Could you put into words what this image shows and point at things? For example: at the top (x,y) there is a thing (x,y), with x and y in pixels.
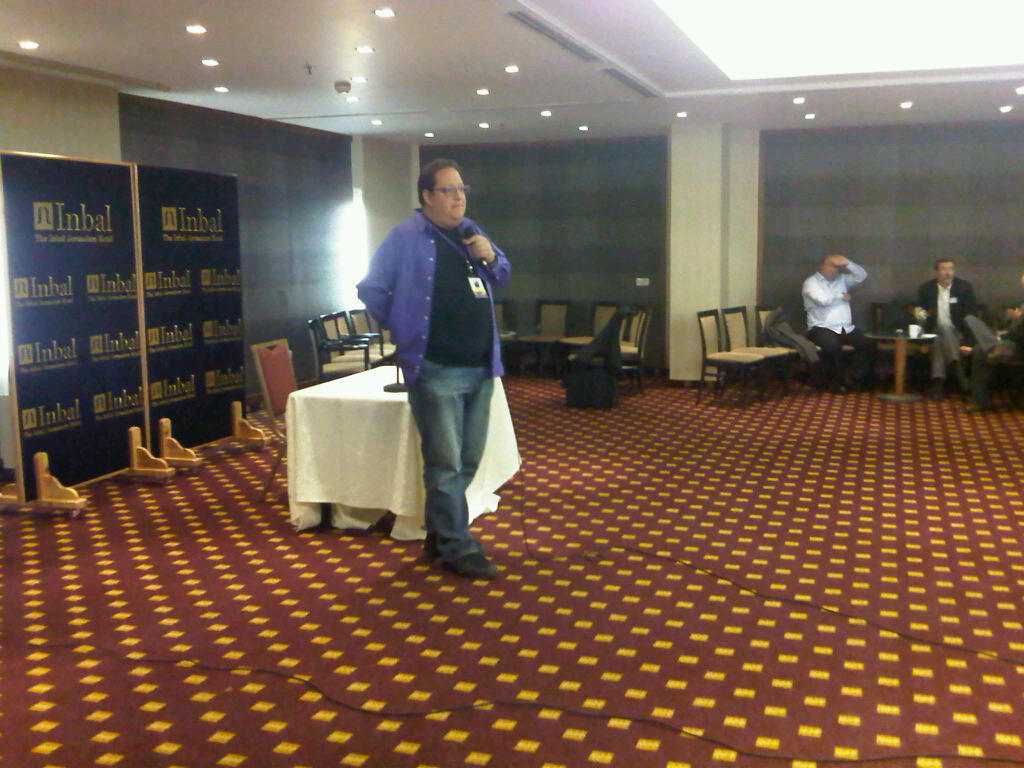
The person (424,270) wearing violet shirt (414,245) is standing and speaking in front of a mic (474,241) and there are three persons (951,300) sitting in the right corner (949,299).
